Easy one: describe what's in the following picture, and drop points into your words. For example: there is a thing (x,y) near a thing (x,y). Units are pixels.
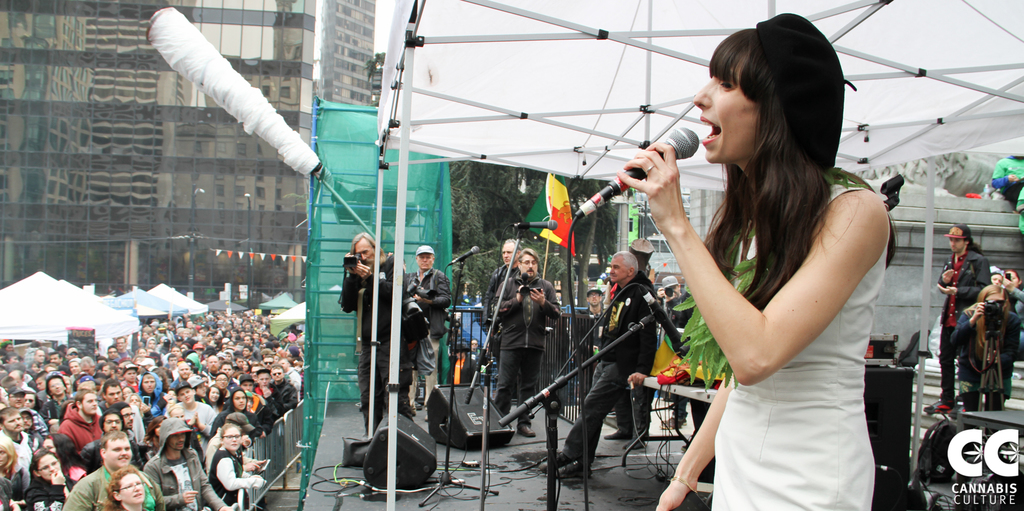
In this image there is a woman (806,31) standing and holding a microphone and in background (586,135) there are group of people (167,357), tent (119,322), building (29,244), speaker (462,443), table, tree (594,187), flag (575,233).
